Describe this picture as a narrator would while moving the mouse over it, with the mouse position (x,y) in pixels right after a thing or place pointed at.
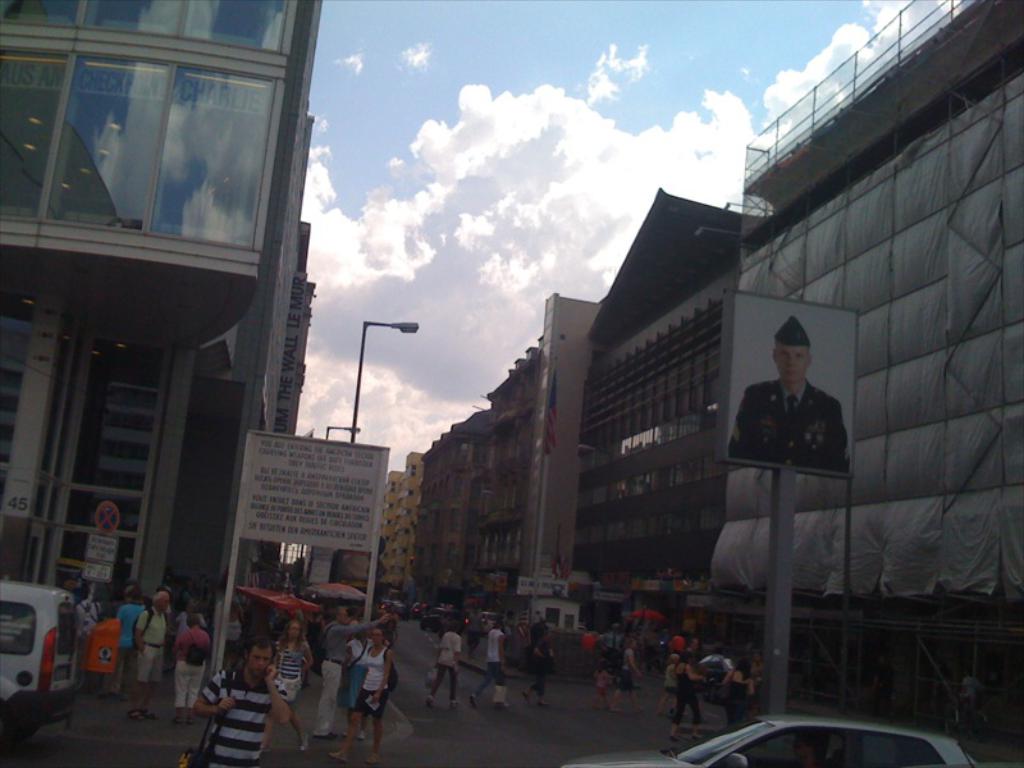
There are some vehicles (844,766) and some persons (696,680) are standing as we can see at the bottom of this image (263,669). There is a board (295,520) with text (279,510) on the left side of this image (294,504), and there is a board (787,438) with a picture (810,375) of a person (797,389) on the right side of this image (779,406), and there are some buildings (470,557) in the background (165,545). There is a cloudy sky (449,428) at the top of this image (531,154).
